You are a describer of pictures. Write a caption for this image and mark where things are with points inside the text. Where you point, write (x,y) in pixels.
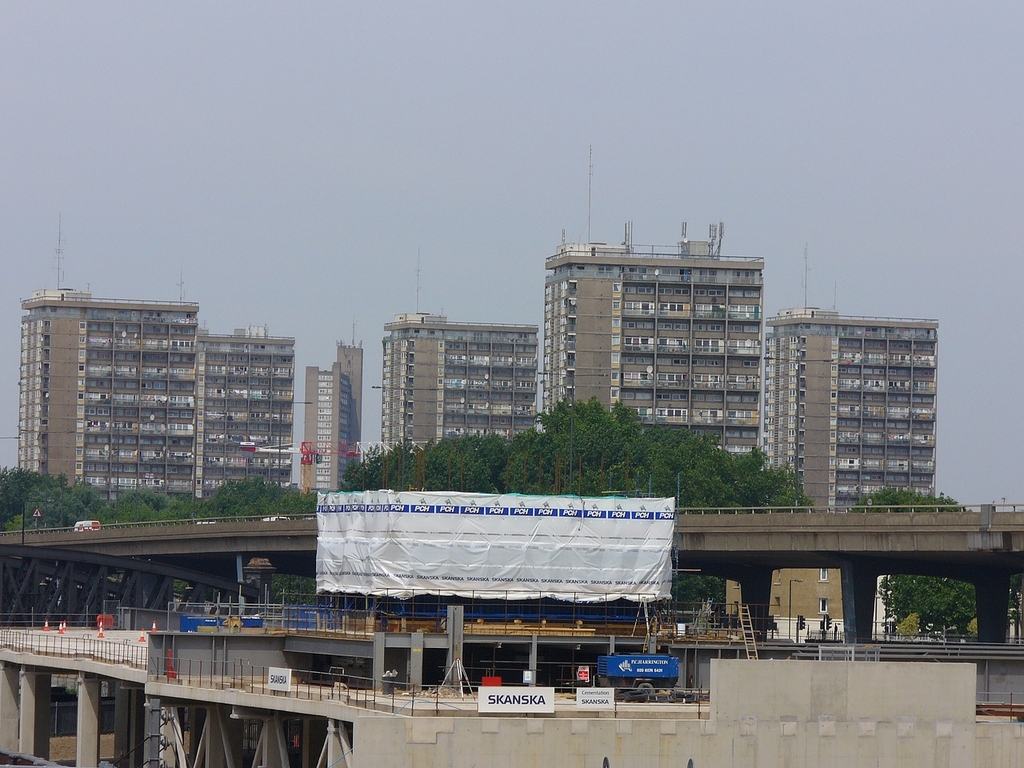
In this image there is the sky (690,116) truncated towards the top of the image (436,110), there are buildings (489,375), there are trees (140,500), there are trees (44,502) truncated towards the left of the image (29,496), there is a bridge (201,533) truncated, there is a ladder (748,652), there are pillars (868,620), there are boards (544,699), there is text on the boards (283,687), there is a banner (562,573), there is text (646,514) on the banner (530,529), there is a vehicle (96,528), there are objects (170,663) on the building (117,640), there is a building (364,726) truncated towards the bottom of the image (418,747).
